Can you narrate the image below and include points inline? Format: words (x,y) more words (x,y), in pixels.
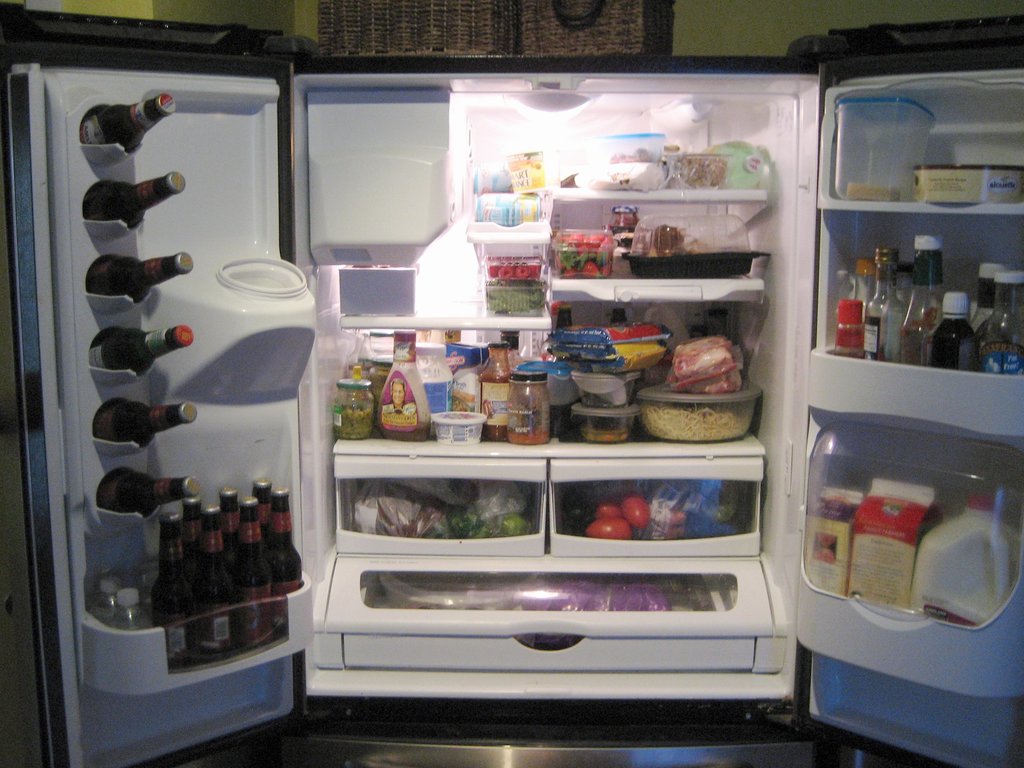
This image is taken indoors. In the background (310,26) there is a wall (709,34) and there is an object (451,27). In the middle of the image (368,463) there is a refrigerator (256,414) which is opened. In the middle of the image (368,499) there are many bottles (974,576), boxes (984,188), fruits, vegetables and a few things (1000,185) in the fridge (467,289).
